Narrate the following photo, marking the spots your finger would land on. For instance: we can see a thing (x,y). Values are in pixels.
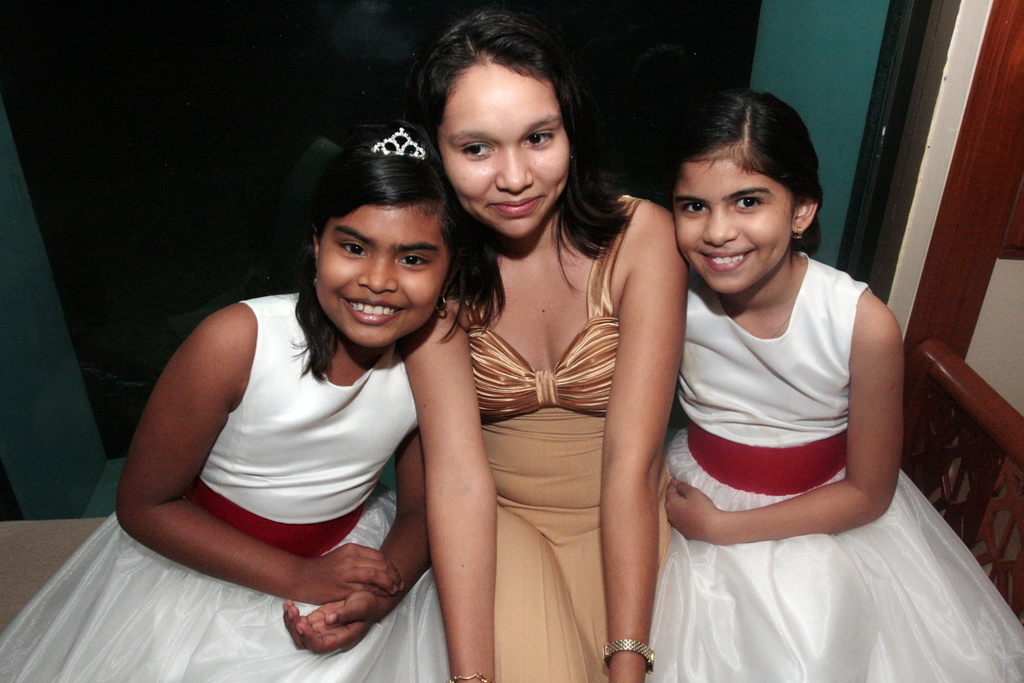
In the center of the image (522,345) there are persons (358,392) sitting on the bench (11,560). In the background (246,2) we can see wall (827,176) and curtain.
